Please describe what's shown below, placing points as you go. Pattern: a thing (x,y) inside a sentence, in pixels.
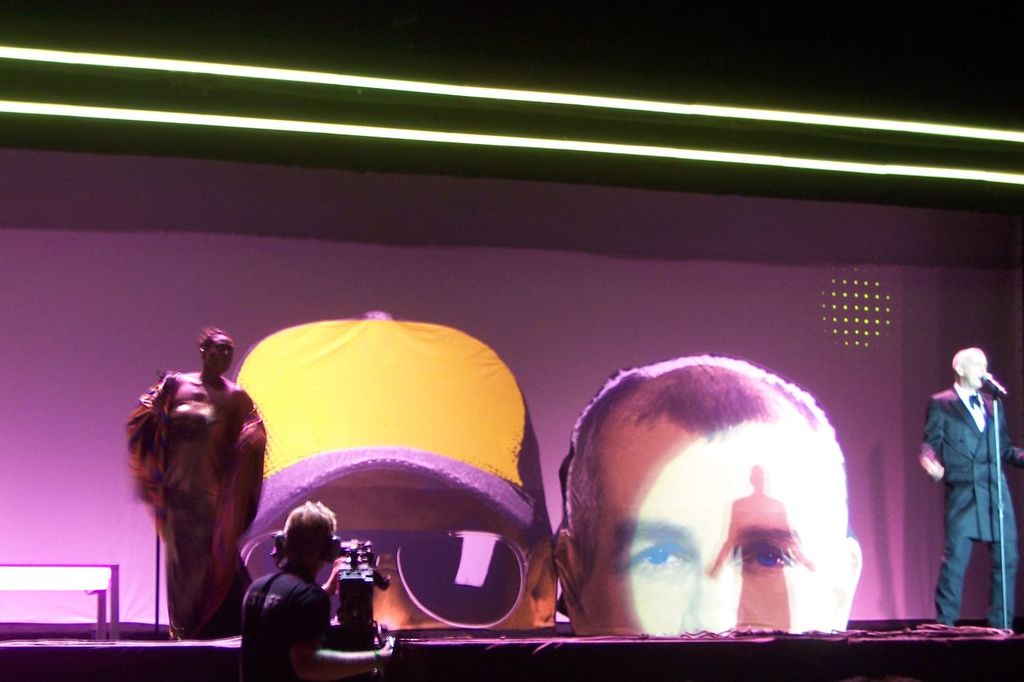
In the image there is an old man (967,404) in suit (980,452) talking on mic (989,379) on the right side (982,423) and a woman (164,526) standing on the left side (223,555) on stage (399,659) and in middle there is a man (290,650) shooting in camera (350,603), in the background (440,291) there is screen (774,286).
